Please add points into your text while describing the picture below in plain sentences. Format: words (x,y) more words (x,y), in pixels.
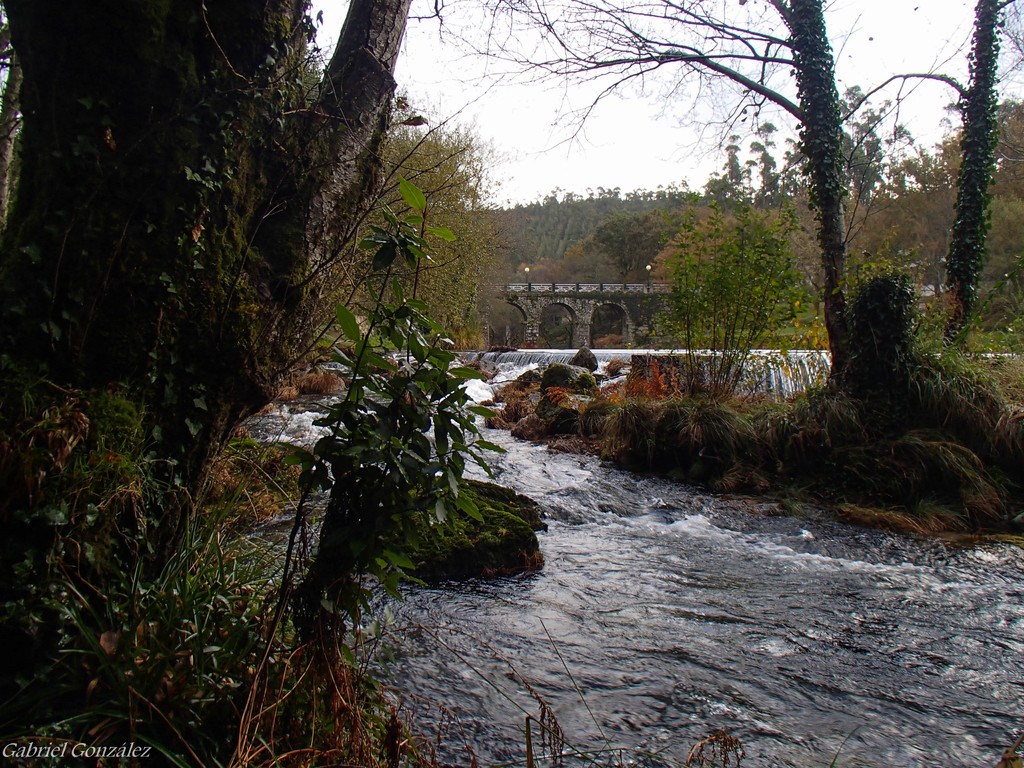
In this image I can see the water (510,611), background (550,277) I can see few stones (572,407), trees (882,373) in green color. I can also see the bridge (536,286) and the sky (497,100) is in white color.
